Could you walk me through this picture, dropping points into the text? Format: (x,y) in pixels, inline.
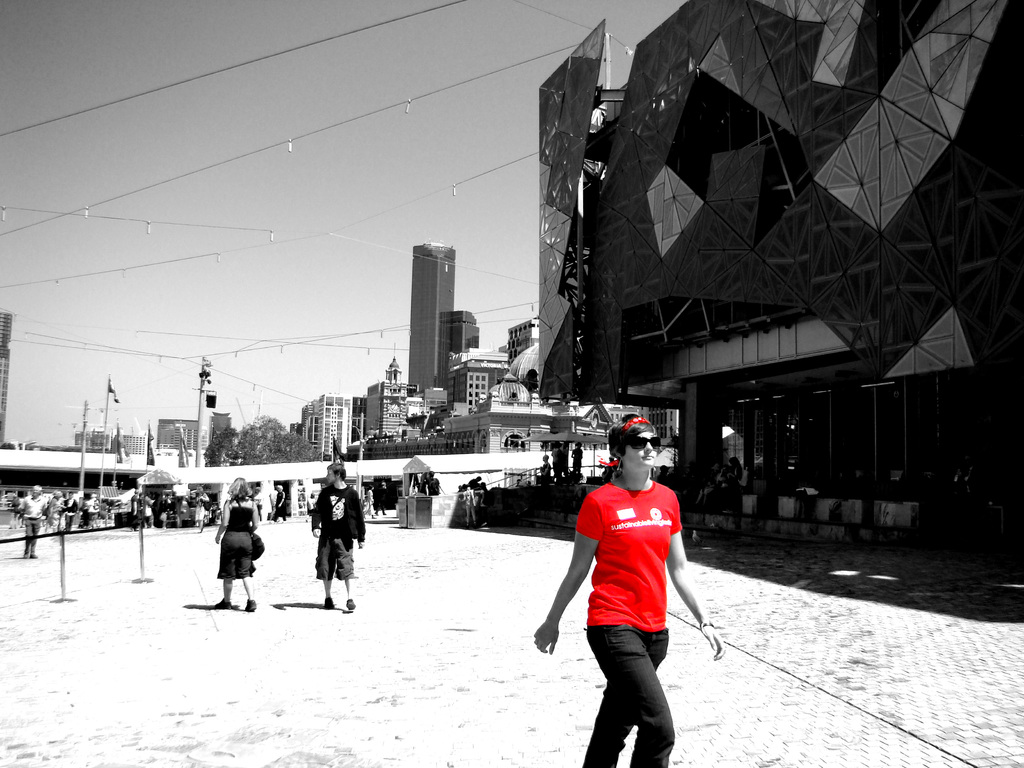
On the right side (715,650) a person (592,614) is walking, this person (709,634) wore a red color t-shirt (647,583) and this is the building (787,273), at the top (350,118) it's a sky (330,99).
